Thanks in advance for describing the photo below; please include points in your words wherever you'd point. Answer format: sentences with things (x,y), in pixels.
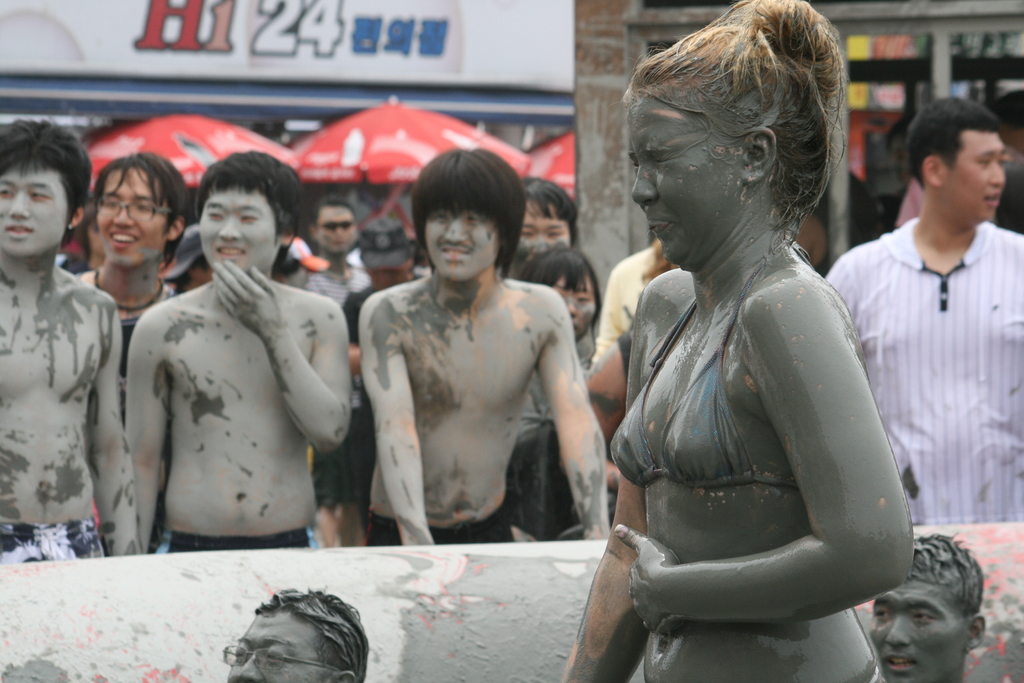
In this image there are few people (443,487) covered with mud (485,464), few other people (979,311) are there. In the background (369,174) there are red umbrellas (407,136) and buildings (456,35). In the foreground (690,270) there is a lady (720,579).
